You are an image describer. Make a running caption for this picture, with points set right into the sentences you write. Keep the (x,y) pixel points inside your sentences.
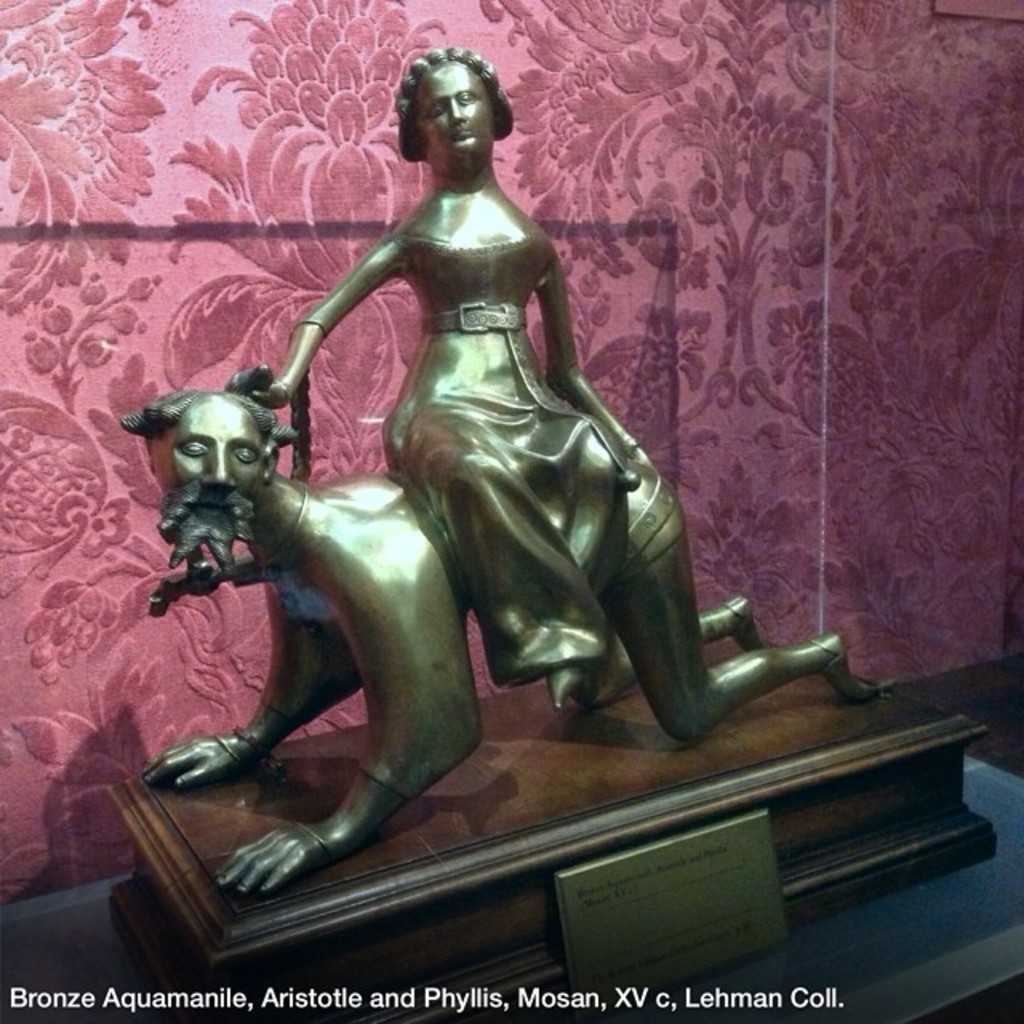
In this image I can see two statues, they are in gold color. Background (89,343) I can see a maroon color sheet (210,56).
